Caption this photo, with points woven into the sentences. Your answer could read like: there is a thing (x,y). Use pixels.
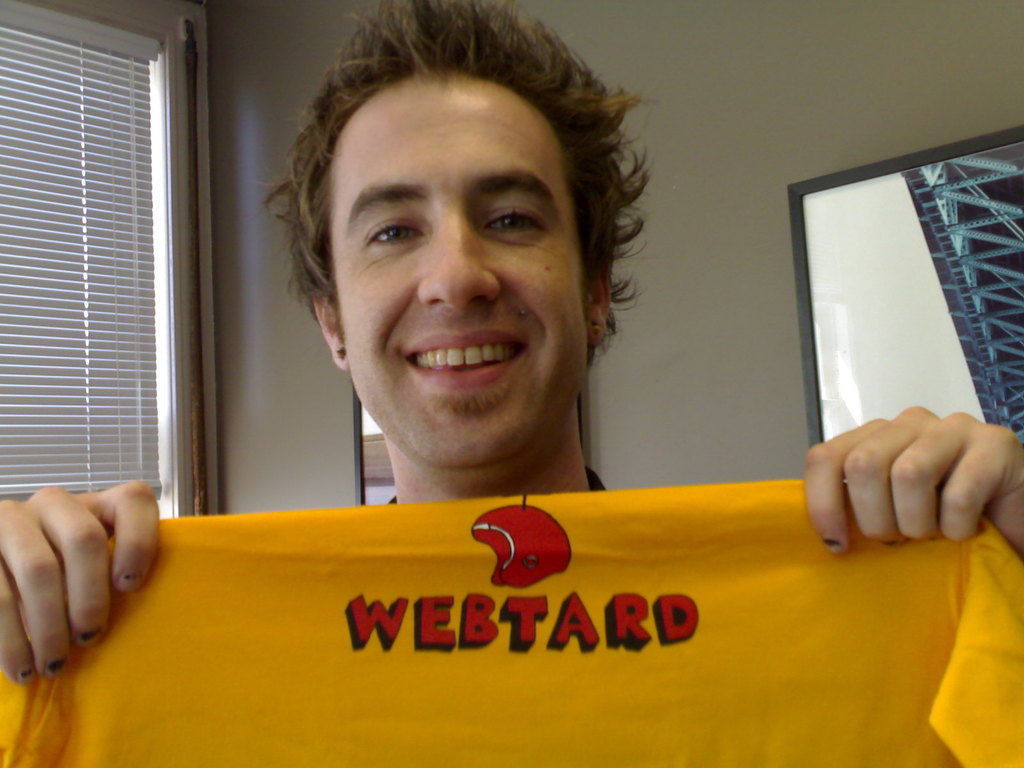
In the image there is a man (8,560), he is holding a cloth (287,531) in his hand (61,532) and behind the man (605,104) there is a wall (230,217) and on the left side (53,264) there is a window (79,456).
